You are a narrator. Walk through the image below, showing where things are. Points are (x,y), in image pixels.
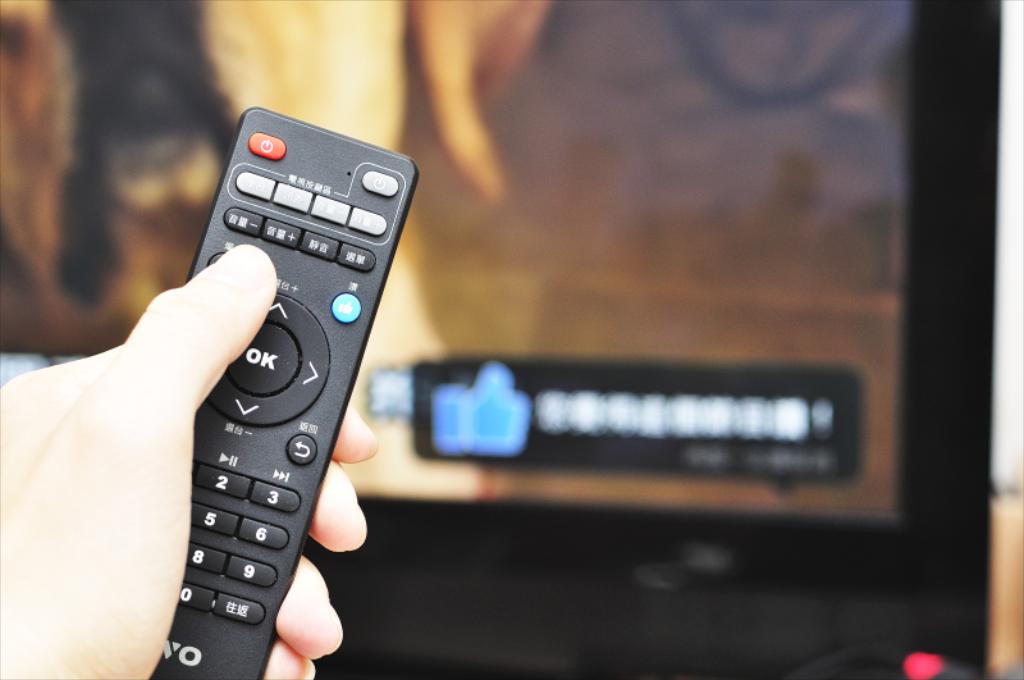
In the image there is a hand (176,391) holding a remote (254,218), the background of the remote (292,239) is blur.
